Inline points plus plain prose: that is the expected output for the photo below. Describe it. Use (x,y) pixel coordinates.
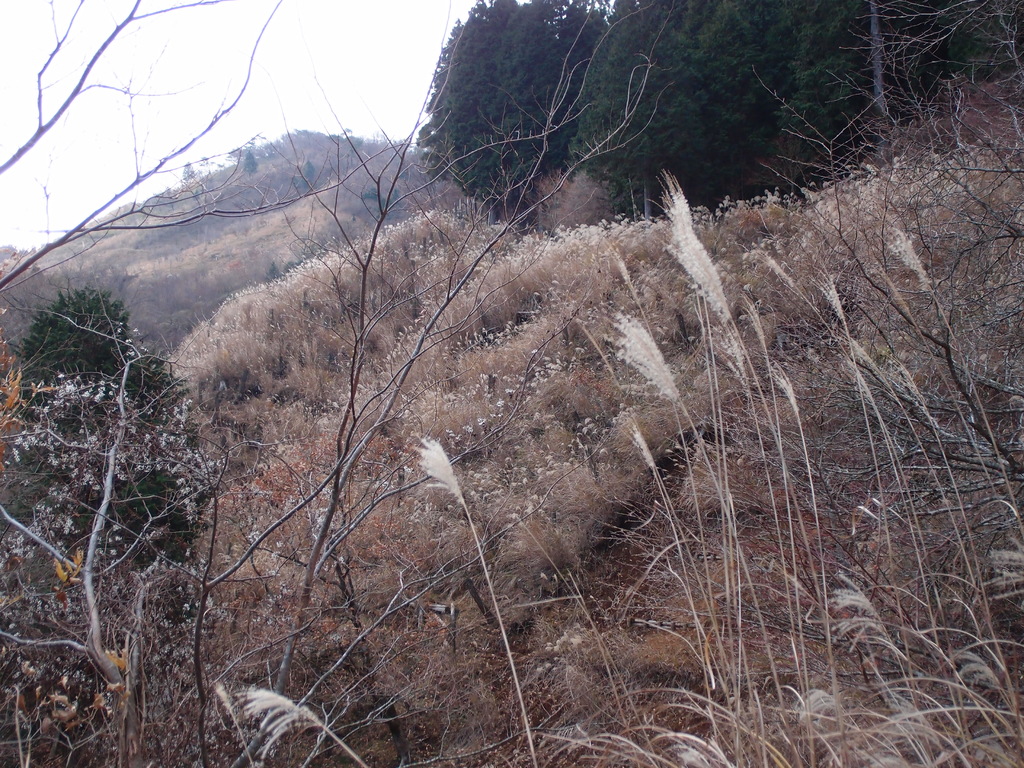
This image consists of plants (571,412) and dry grass (626,270) on the ground (450,225). In the background (447,85), there are trees (744,57). At the top (219,53), there is sky (235,95).
